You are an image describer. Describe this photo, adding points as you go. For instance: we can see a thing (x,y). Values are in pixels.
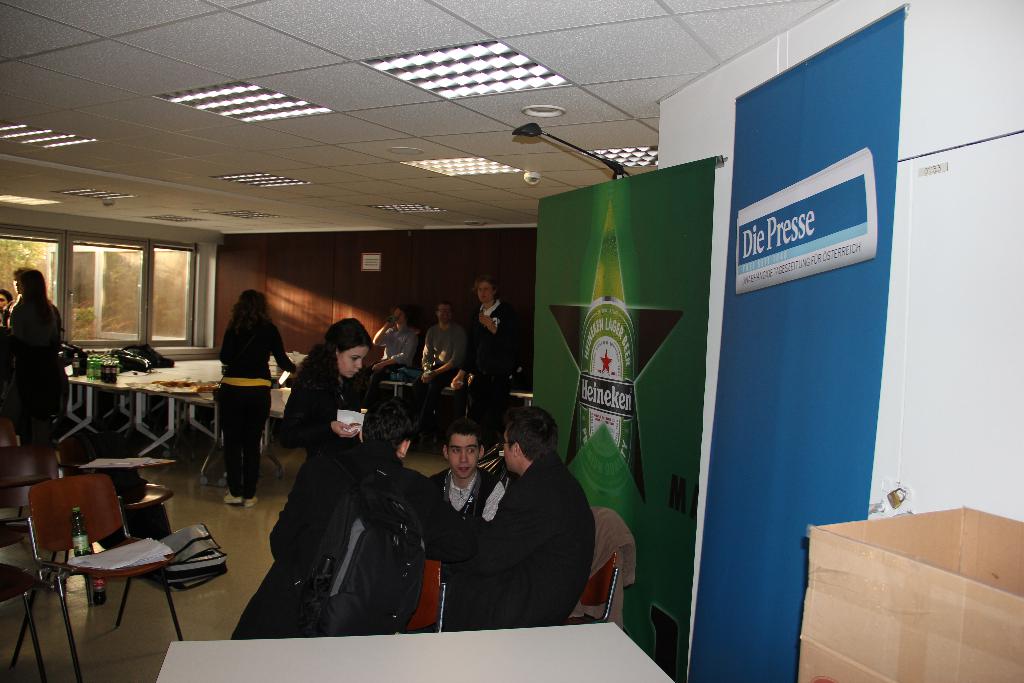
In this picture there are group of people (487,319) those who are sitting on the chairs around the table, some are standing at the left side of the image (246,308) and there are windows (189,342) at the left side of the image (196,342).
